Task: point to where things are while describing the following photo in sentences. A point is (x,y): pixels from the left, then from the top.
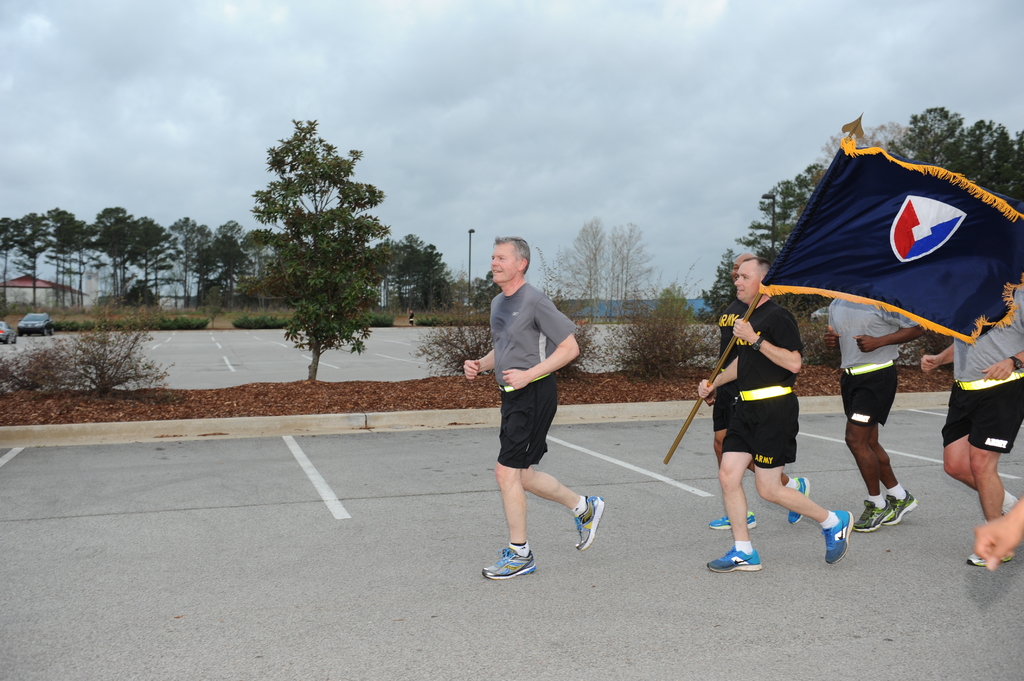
In this image we can see the people (858,391). We can also see a person (794,459) holding the flag (843,277). We can also see the trees (279,281), plants (694,366) and also the path (381,358). On the left (40,303) we can see the house (44,287) and also the vehicles (42,318). We can also see the pole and also the sky (389,95) with the clouds (544,145).
